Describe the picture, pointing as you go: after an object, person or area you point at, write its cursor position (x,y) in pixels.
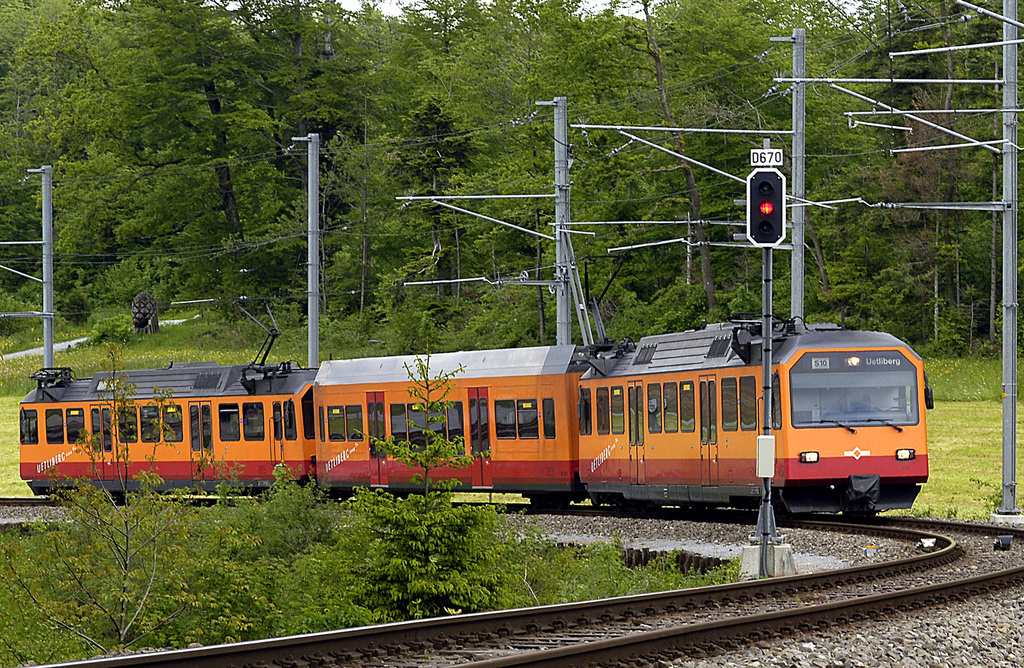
In this image there is a train (754,366) on the track (425,638), few electric poles (1,317) and cables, few trees (112,619), flowers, plants (401,323) and grass (968,393).
